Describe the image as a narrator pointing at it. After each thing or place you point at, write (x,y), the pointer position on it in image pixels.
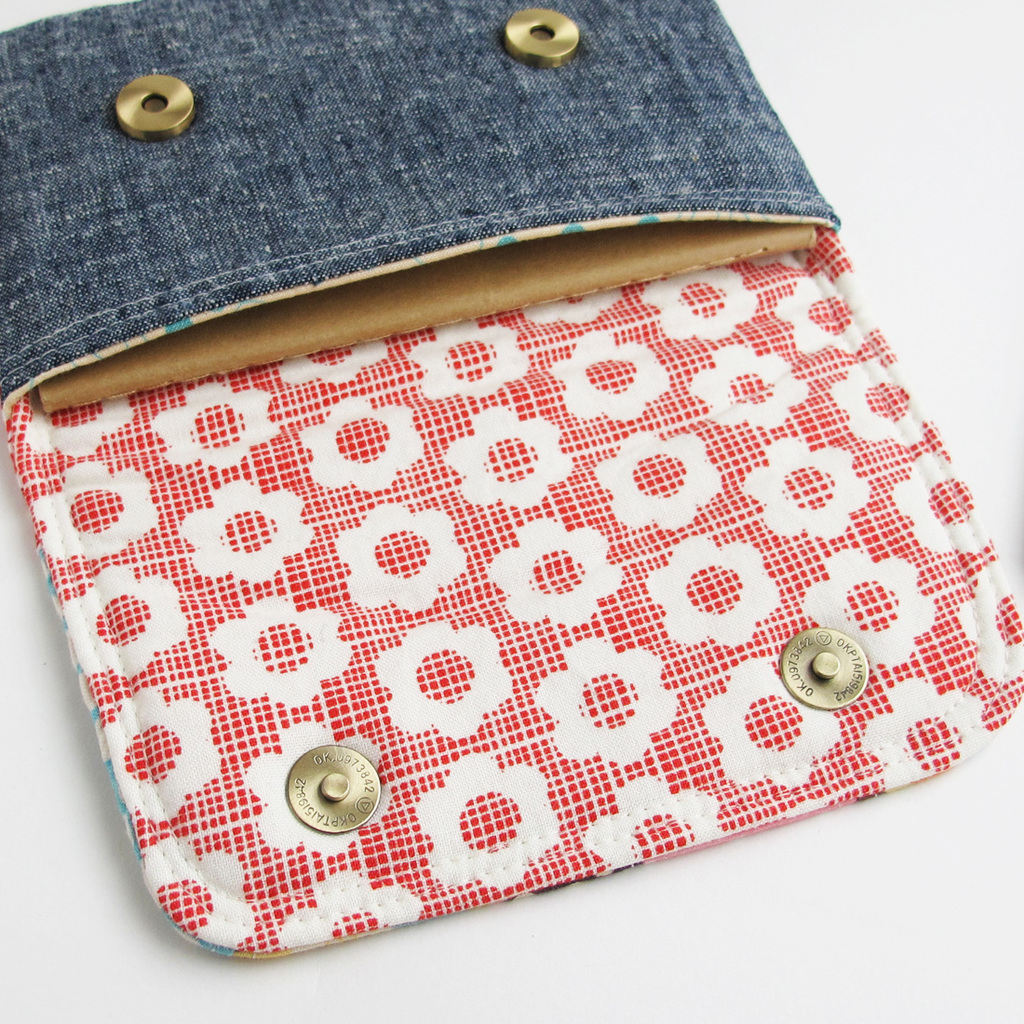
In this image we can see a wallet (452,312) on a white color platform (819,61).
